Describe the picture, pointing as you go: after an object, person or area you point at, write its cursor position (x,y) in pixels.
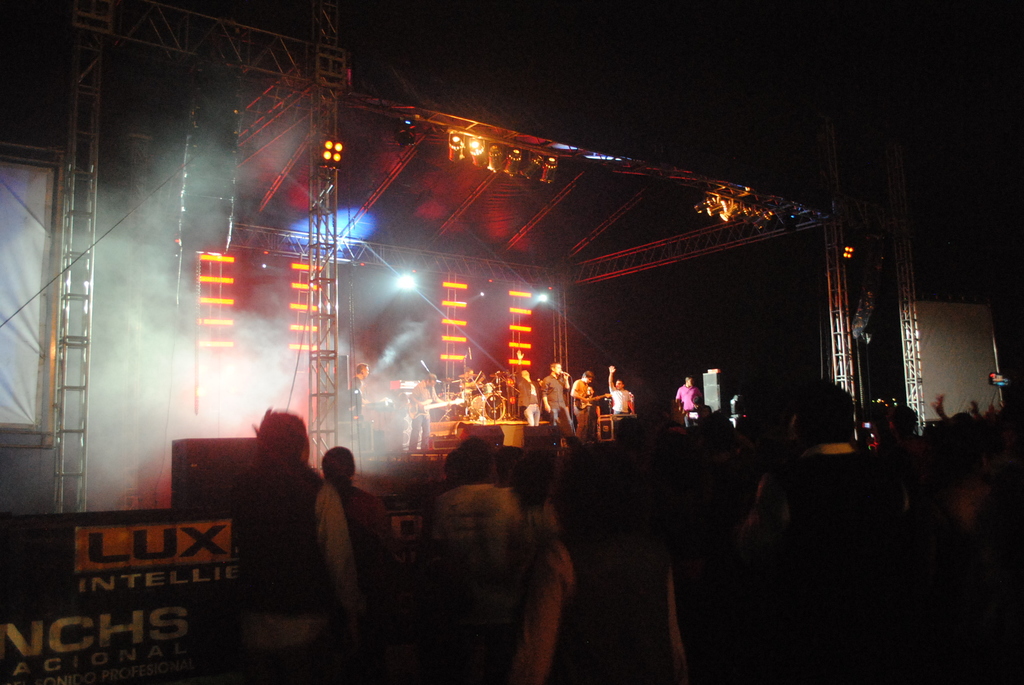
In this picture we can see some people (540,579) are standing on the path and some people (417,390) are standing on the stage (433,445). The people (524,377) on the stage (476,379) holding some musical instruments (506,385). At the top (537,162) there are lights (496,158). On the left side of the people (363,525) there is a board (146,599), cable (52,284) and some objects (46,243). Behind the people (841,502) there is a dark background (692,296).
